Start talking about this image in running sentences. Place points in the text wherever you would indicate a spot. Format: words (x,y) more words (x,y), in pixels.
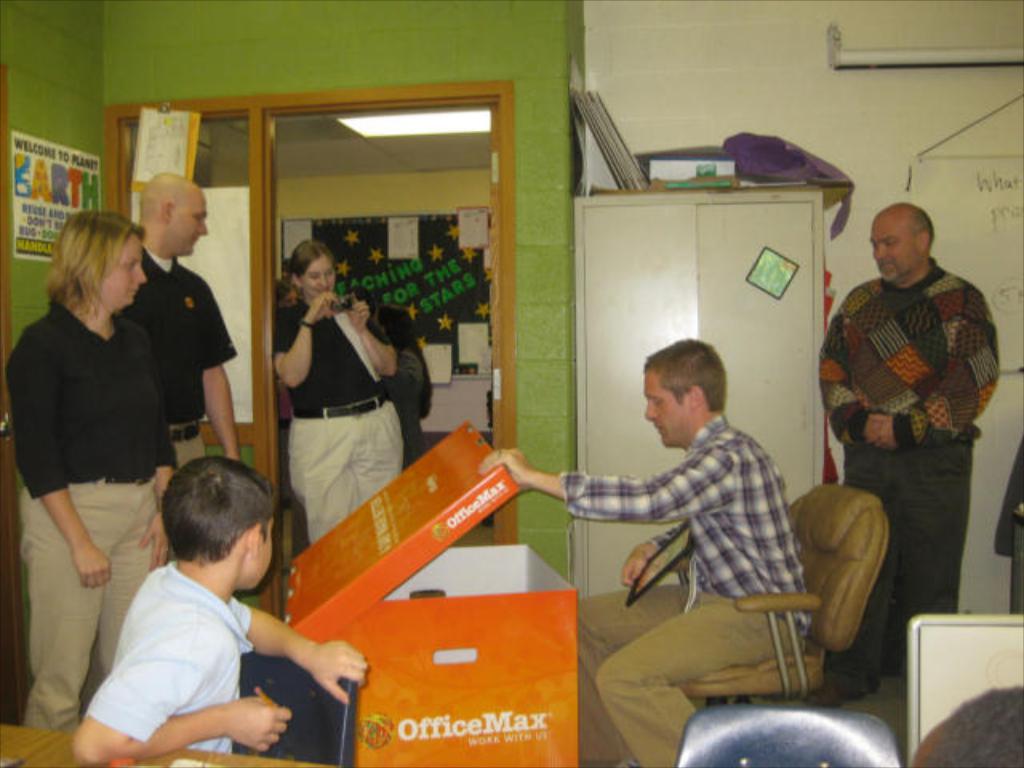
In the center of the image (674,386) there is a person (708,383) sitting on a chair (851,598) and there is a box (468,515) in front of him. There are people (158,213) standing in the image. In the background of the image (311,3) there is a wall (560,216), there is a door (279,110), there is a cupboard (610,451). At the bottom of the image (781,725) there is a chair (691,766).
